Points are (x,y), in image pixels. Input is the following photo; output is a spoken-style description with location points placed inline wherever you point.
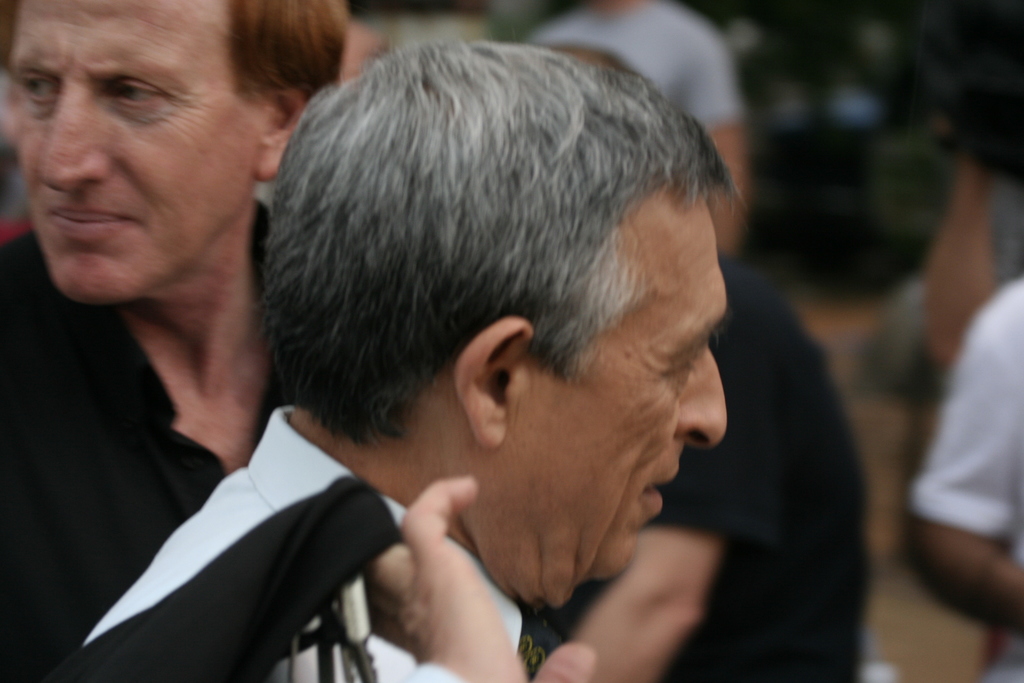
In this image we can see some persons (313,443) and the background (877,131) is blurry.
